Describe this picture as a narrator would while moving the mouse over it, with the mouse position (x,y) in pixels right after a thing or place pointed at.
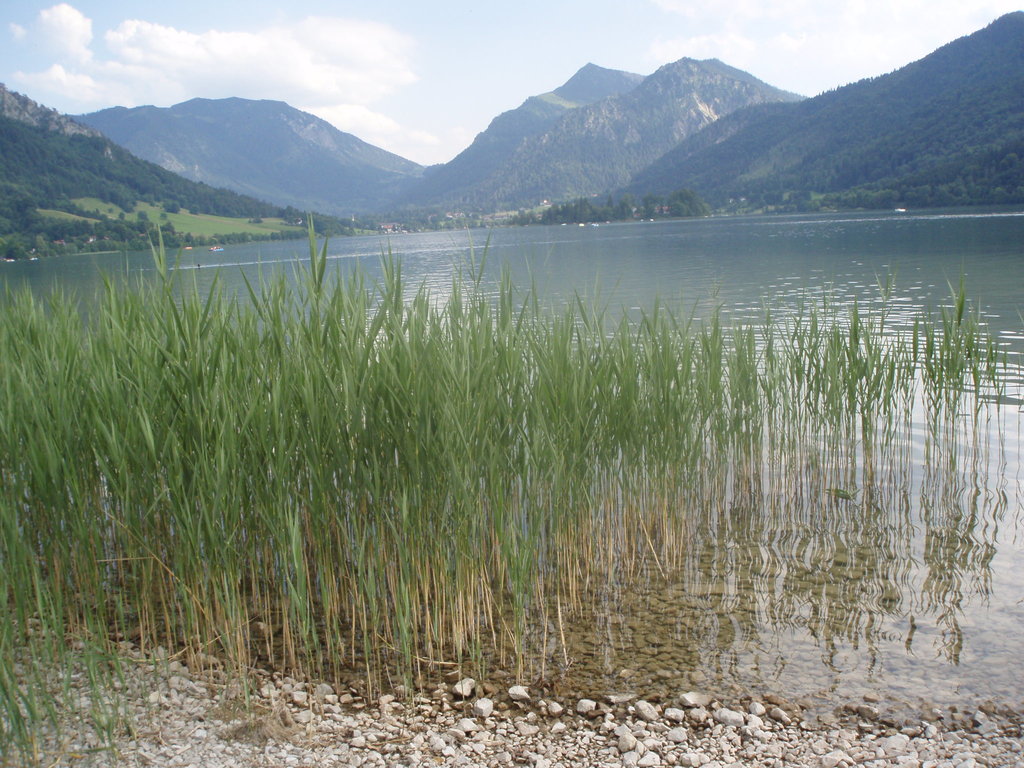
There are stones (451,714) and water (834,568). Also there are plants (317,433). In the back (318,196) there are hills (878,86) and sky (433,61) with clouds (397,56).
